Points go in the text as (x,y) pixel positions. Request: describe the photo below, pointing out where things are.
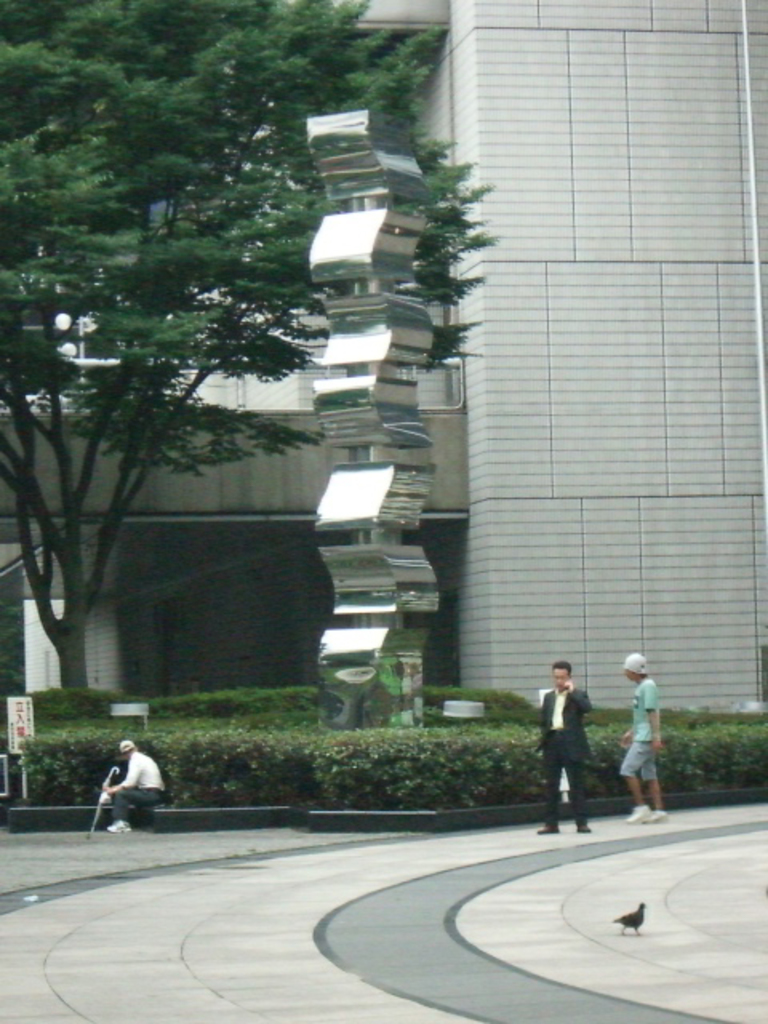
This is the building (576,398). I can see a tree (116,325) with branches (116,198) and leaves (100,150). These are the bushes (253,730). I can see two people (567,726) standing and a person (119,819) sitting. Here is the bird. This looks like a board (27,722) attached to the pole (27,781). This looks like a pillar (347,371), which is silver in color.
